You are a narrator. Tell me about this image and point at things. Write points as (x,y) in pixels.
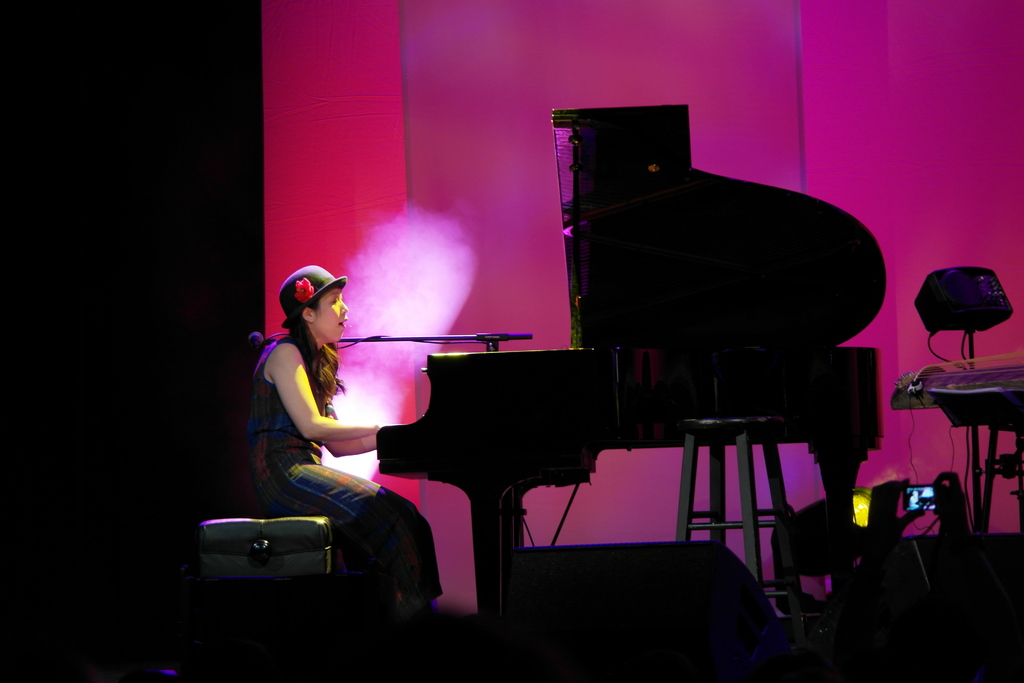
a woman (309,506) sitting and playing piano (431,390) with a microphone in front of her.
